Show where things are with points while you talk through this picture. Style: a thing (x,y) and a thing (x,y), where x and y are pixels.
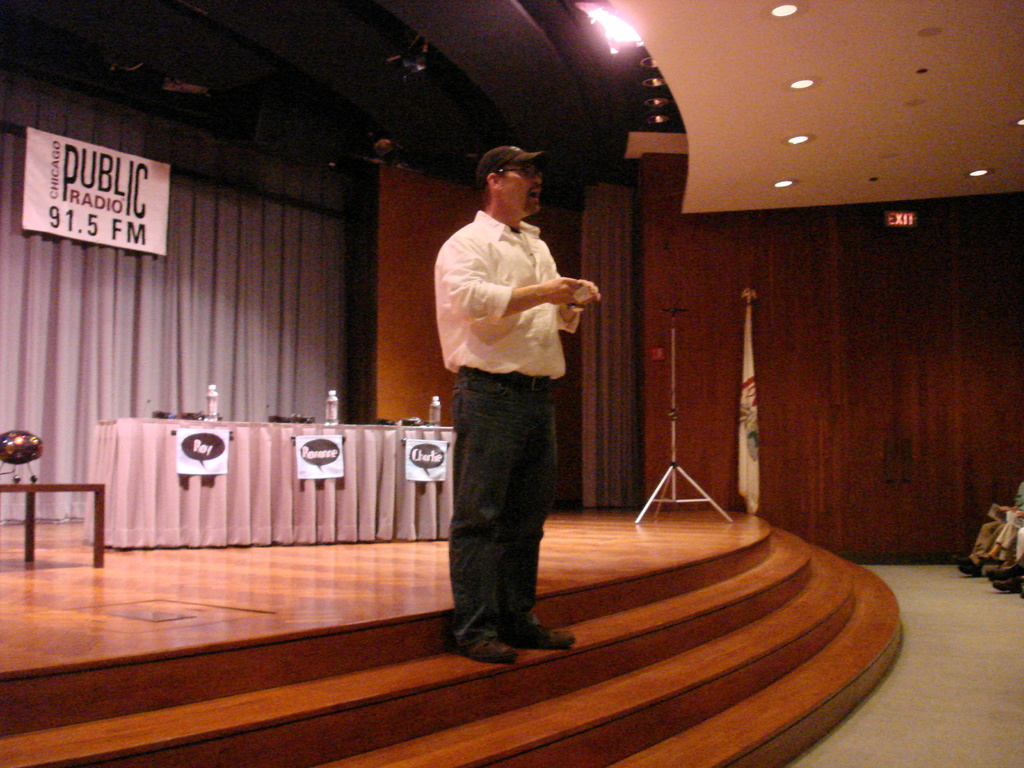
In this image I can see a man (479,256) is standing. He is wearing a cap (529,153). In the background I can see a table (112,533) and three bottles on it. Here I can see a light (596,18). Here I can see one poster (45,210) with public radio (139,175) is written on it.
